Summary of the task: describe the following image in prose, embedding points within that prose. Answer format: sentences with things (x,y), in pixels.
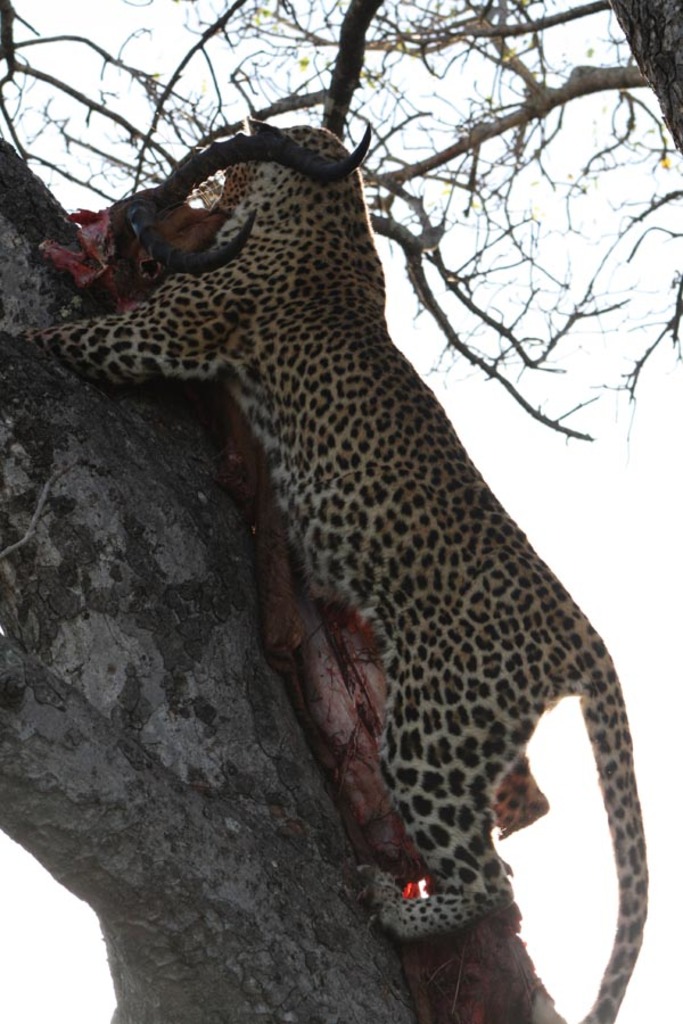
As we can see in the image there is a tree (166,784), sky (83,53) and leopard (396,565).
